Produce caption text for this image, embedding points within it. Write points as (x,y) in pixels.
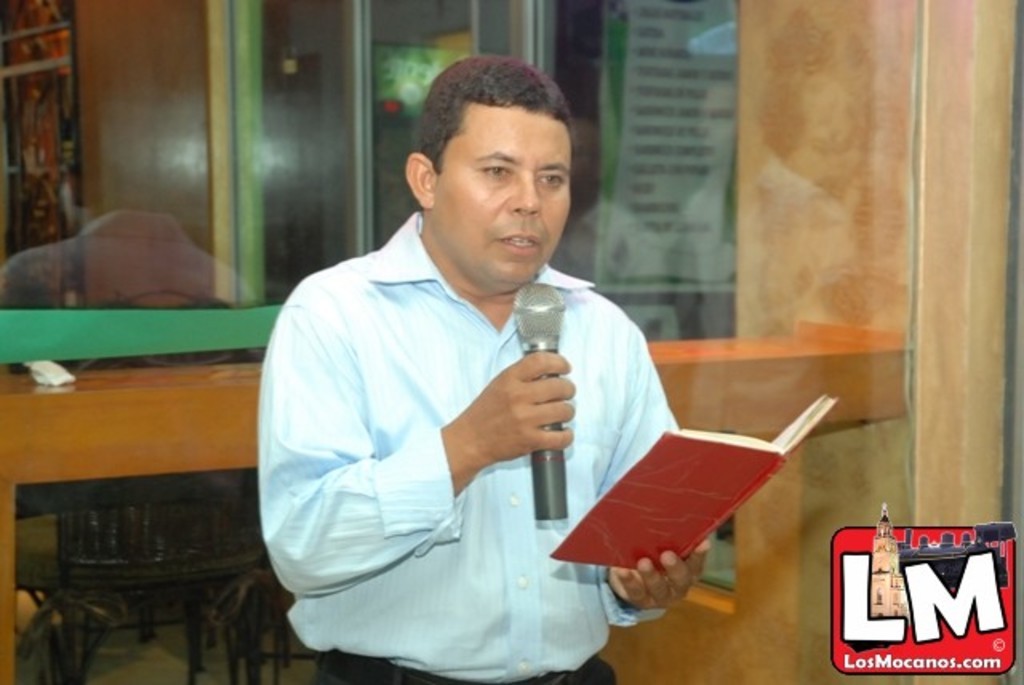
Here I can see a man (429,394) wearing a shirt (395,468), holding a book (676,487) and a mike (546,351) in the hands (555,415) and speaking. At the back of him I can see a glass (353,135). Behind the glass (144,121) I can see few objects (99,575). In the bottom right (930,620) there is a logo (892,592).
